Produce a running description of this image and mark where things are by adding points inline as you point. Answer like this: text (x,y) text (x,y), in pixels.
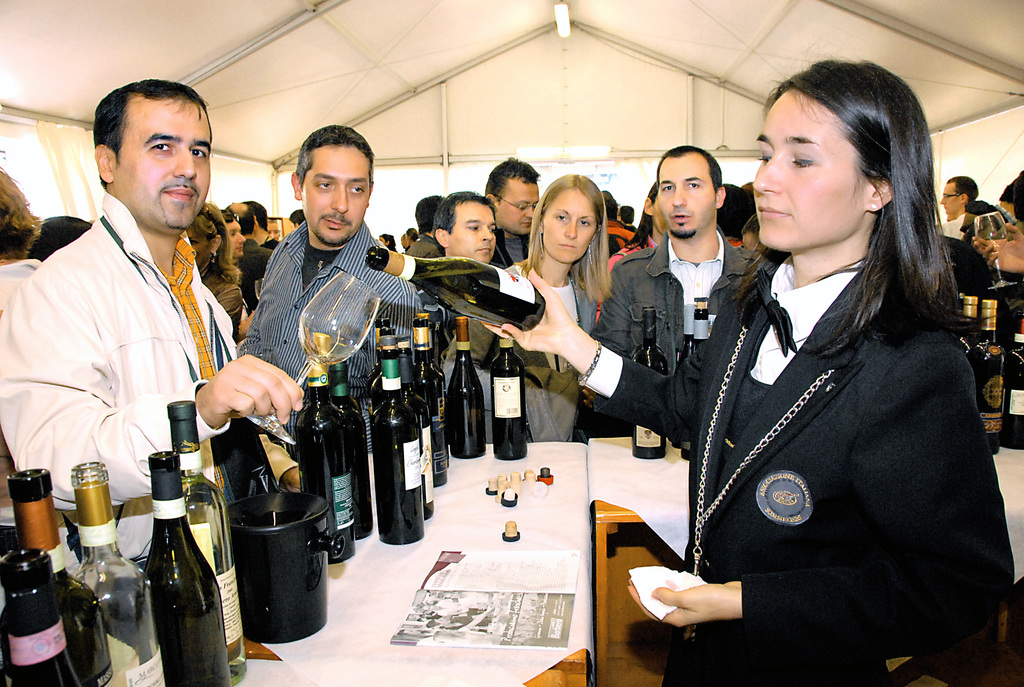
In this picture there are group of people (727,592). On the right side of the image (743,585) there is a woman (874,337) standing and holding the bottle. On the left side of the image (226,481) there is a person (280,413) standing and holding the glass (280,428). There are bottles (53,619) and there is a book (531,607) and there are caps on the table (464,517). At the top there is a light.
